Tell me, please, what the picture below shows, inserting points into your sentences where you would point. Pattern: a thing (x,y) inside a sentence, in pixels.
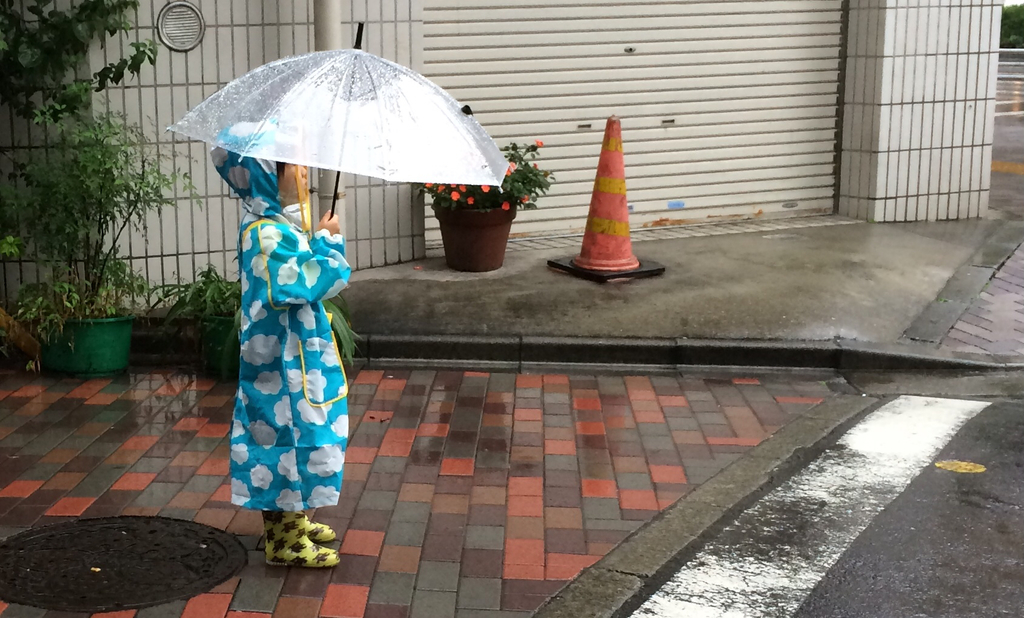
On the left side (292,291), there is a child (251,160) holding an umbrella (330,100) and standing. In the background (549,108), there are pot plants (47,219), there is a shutter (639,160) and there is a road (1003,147).
